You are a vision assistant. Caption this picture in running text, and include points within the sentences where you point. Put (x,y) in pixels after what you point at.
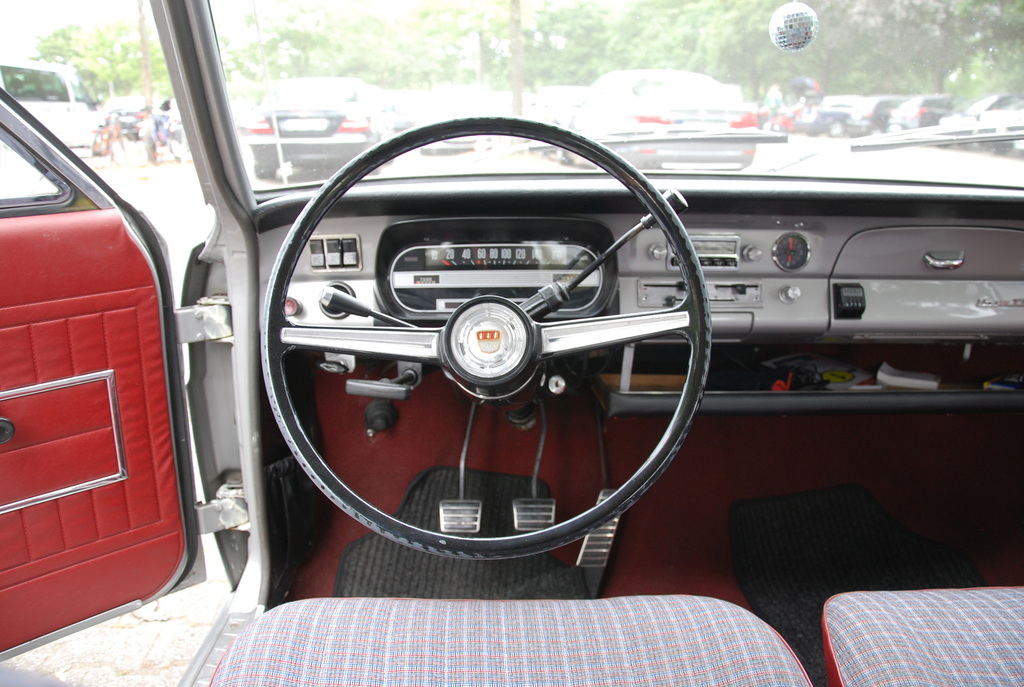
This is the inner view of a car (624,601). There are 2 seats (624,601). There is a steering (450,540), clutch (459,523) and brake (529,507) at the bottom (527,513). The left door (132,475) is open and there are poles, vehicles (676,145) and trees (931,26) at the back (952,31).
